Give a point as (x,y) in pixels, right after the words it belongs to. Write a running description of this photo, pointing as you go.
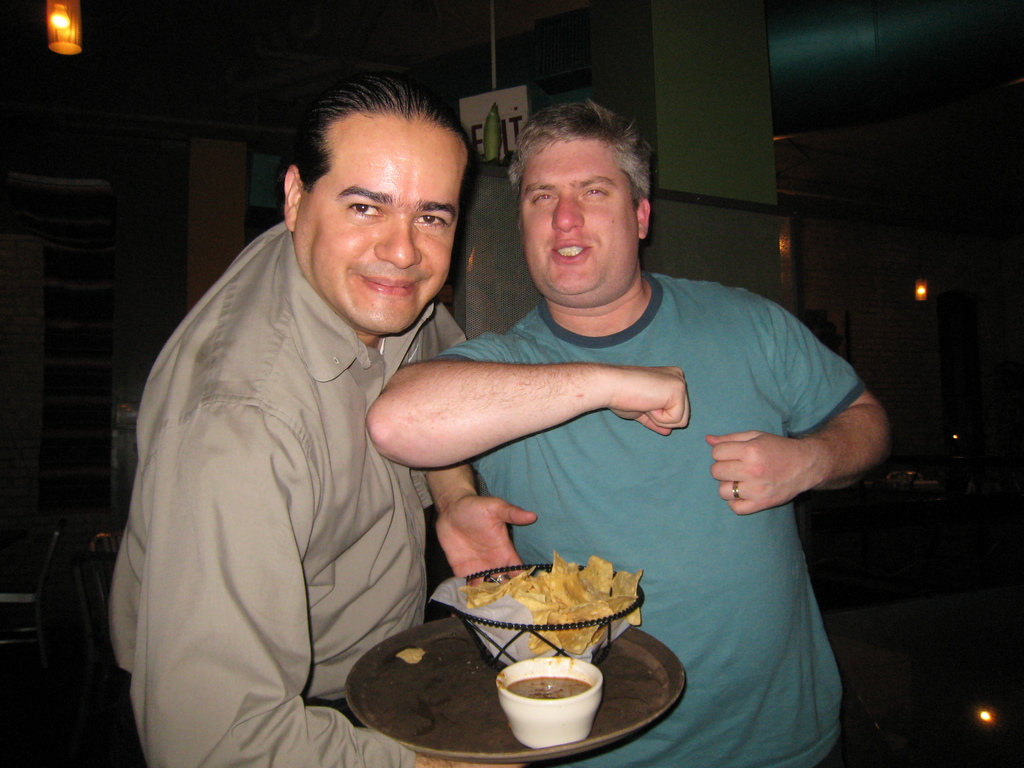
There are two men (584,457) standing. Person (362,352) on the left (267,481) is holding a plate (380,707). On the plate (468,644) there is a bowl (534,711) with food item (535,684). And another bowl (497,623) with tissue (499,616) and nachos (547,589). In the back (496,277) there are chairs (104,606), lights (60,12) and wall (973,274).
